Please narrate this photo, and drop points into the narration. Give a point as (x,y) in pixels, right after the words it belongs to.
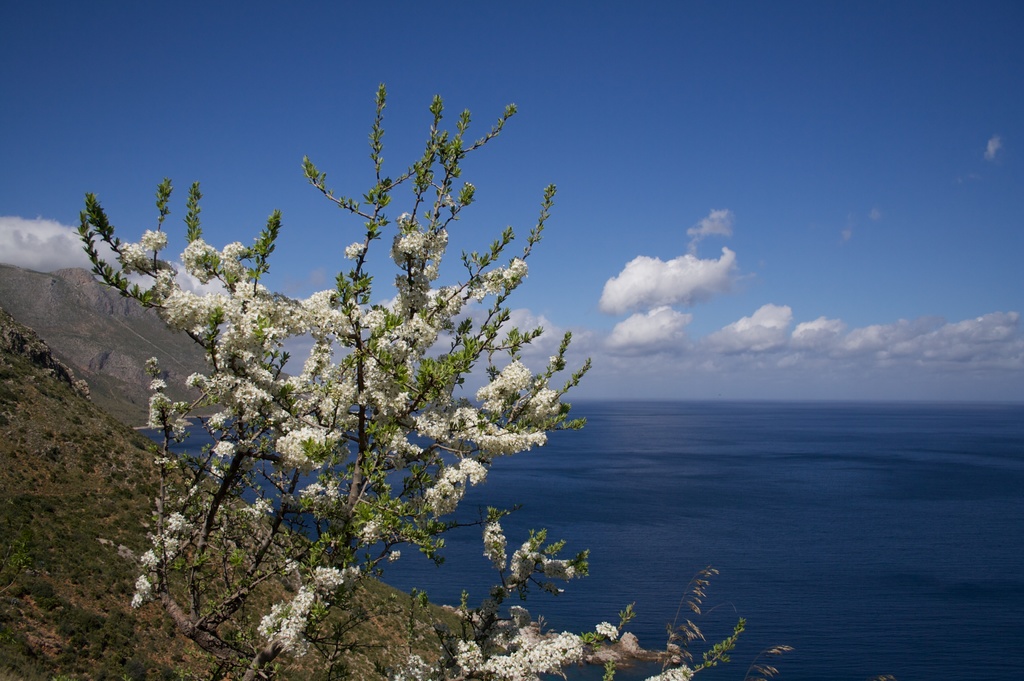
There are some plants (311,611) with flowers (307,592) at the bottom of this image (264,607) and there are some mountains (138,343) on the left side of this image (151,389). There is a surface of water (690,504) on the right side of this image (684,427), and there is a sky (719,250) at the top of this image (713,198).
